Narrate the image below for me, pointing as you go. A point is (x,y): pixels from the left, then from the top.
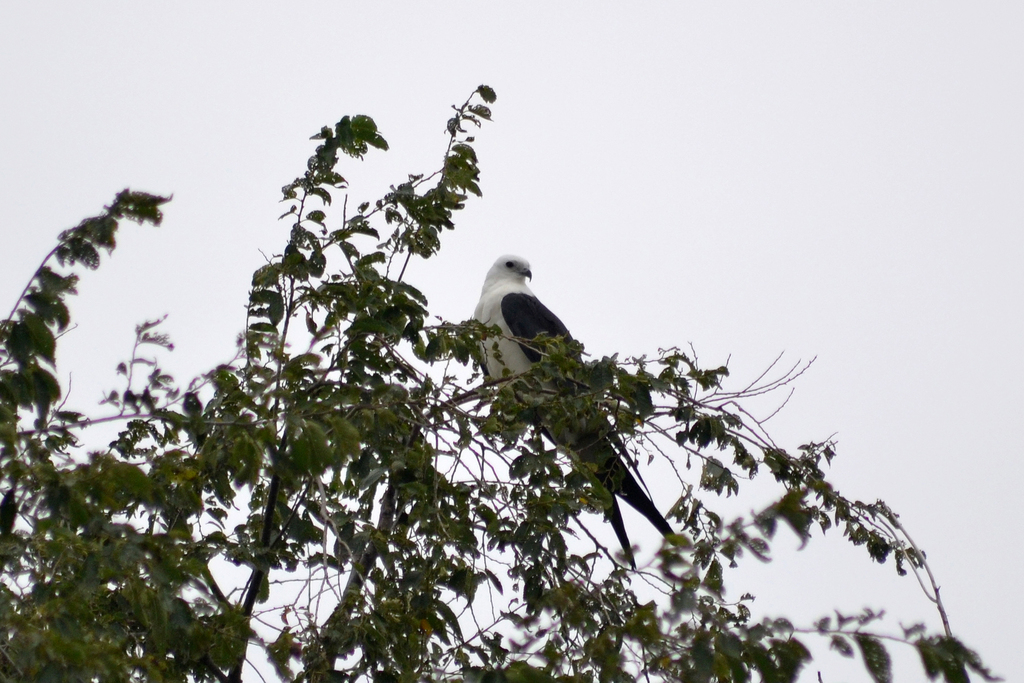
In this image there is a bird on the tree (522,543). In the background (845,432) there is the sky (847,567).
